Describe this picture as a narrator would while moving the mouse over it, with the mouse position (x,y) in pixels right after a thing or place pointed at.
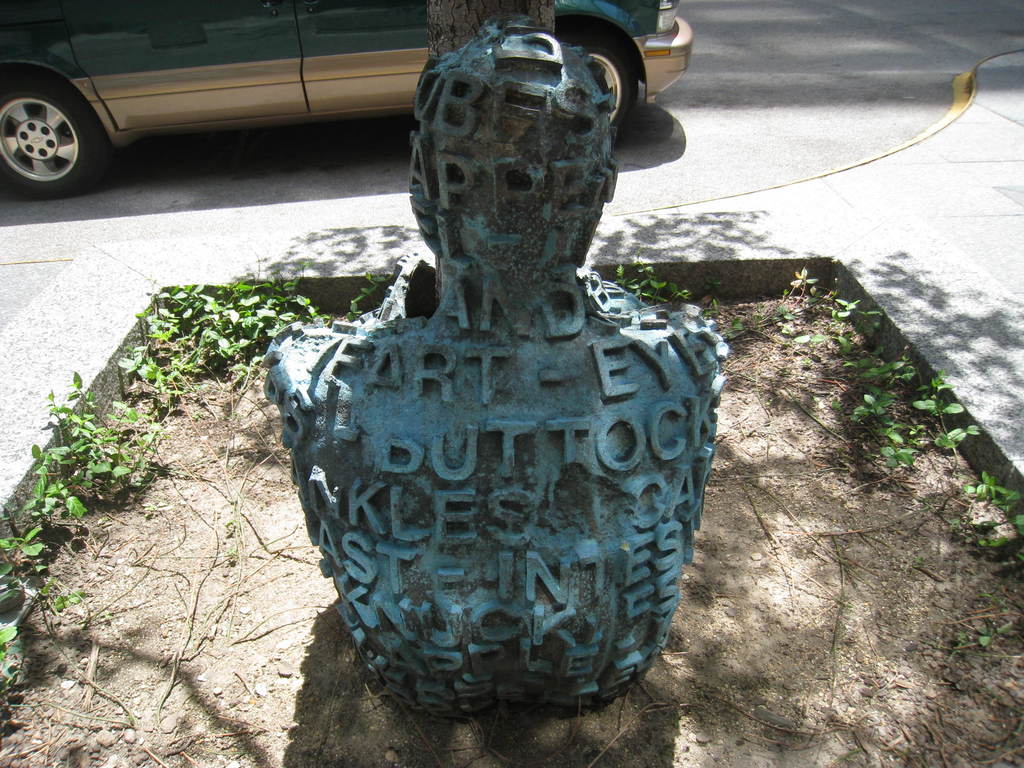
In this picture there is a statue (618,416) and there is text (488,369) on the statue (607,454) and there are plants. At the back (630,258) there is a tree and there is a vehicle (368,86) on the road (817,84) and there is a shadow (974,366) of the tree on the footpath (947,263).
